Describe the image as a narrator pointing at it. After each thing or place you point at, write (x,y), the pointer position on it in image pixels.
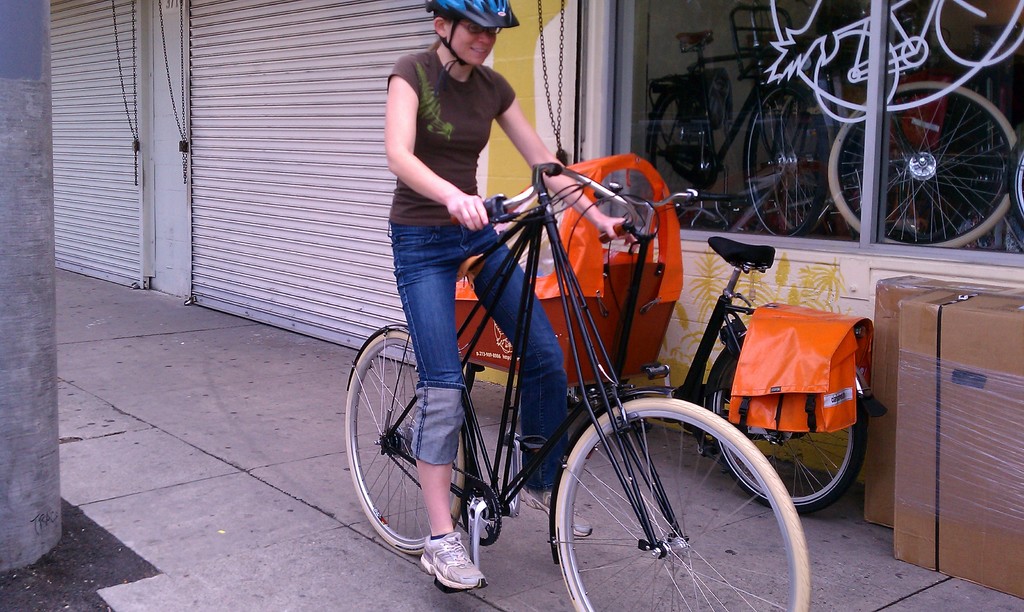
In this image I can see a person (423,246) wearing a helmet (495,18) and sitting on bicycle (506,268), beside the person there is another bi-cycle (775,311), two boxes (903,320) and window (759,126), through window (706,131) I can see bicycles (685,129) visible on right side (902,225). In the middle (371,286) there are two white color shutters (103,70) visible and a beam (14,416) visible on the left side (20,301).
